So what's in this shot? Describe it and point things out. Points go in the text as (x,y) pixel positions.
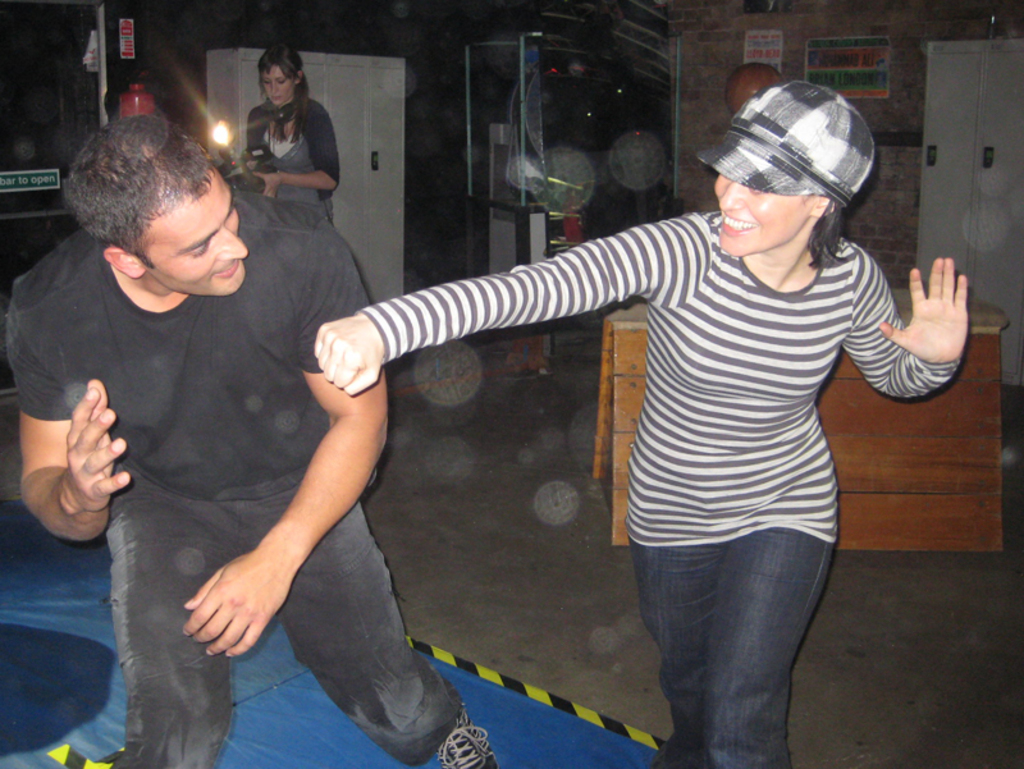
In this picture there is a boy (266,436) and a girl (773,417) in the image and there are posters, cupboards (384,266) and racks (466,73) in the background area of the image (480,51).
